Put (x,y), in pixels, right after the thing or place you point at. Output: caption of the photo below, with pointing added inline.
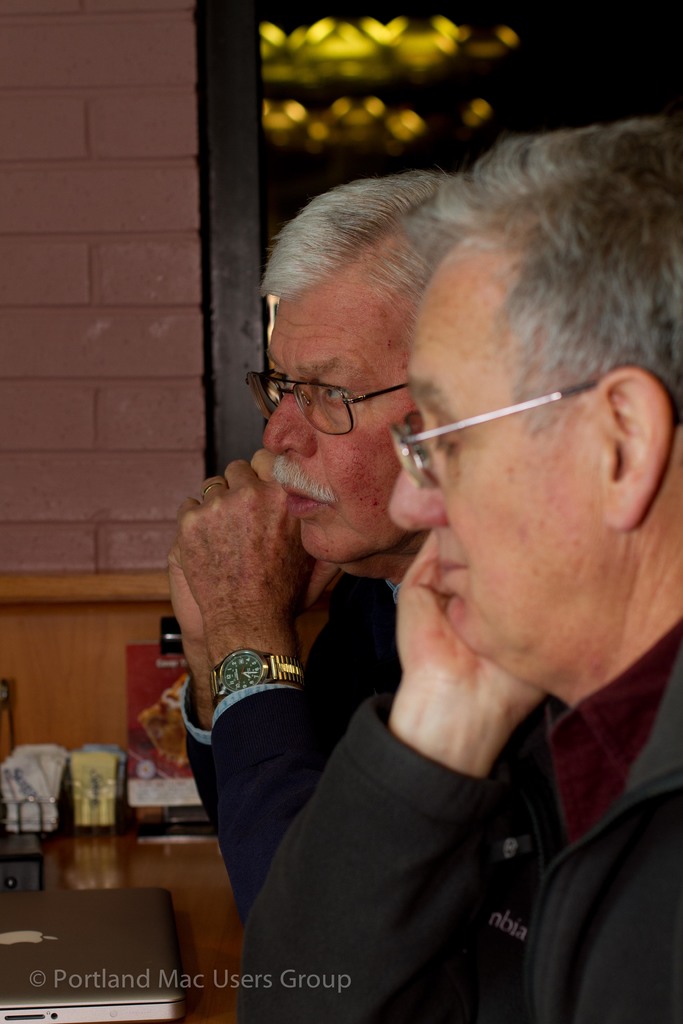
In this image I see 2 men (386,477) and I see a watch (256,673) on this man's hand (265,547) and I see the watermark (145,981) over here. In the background (5,309) I see the wall (117,22) and I see few things (88,758) over here.
